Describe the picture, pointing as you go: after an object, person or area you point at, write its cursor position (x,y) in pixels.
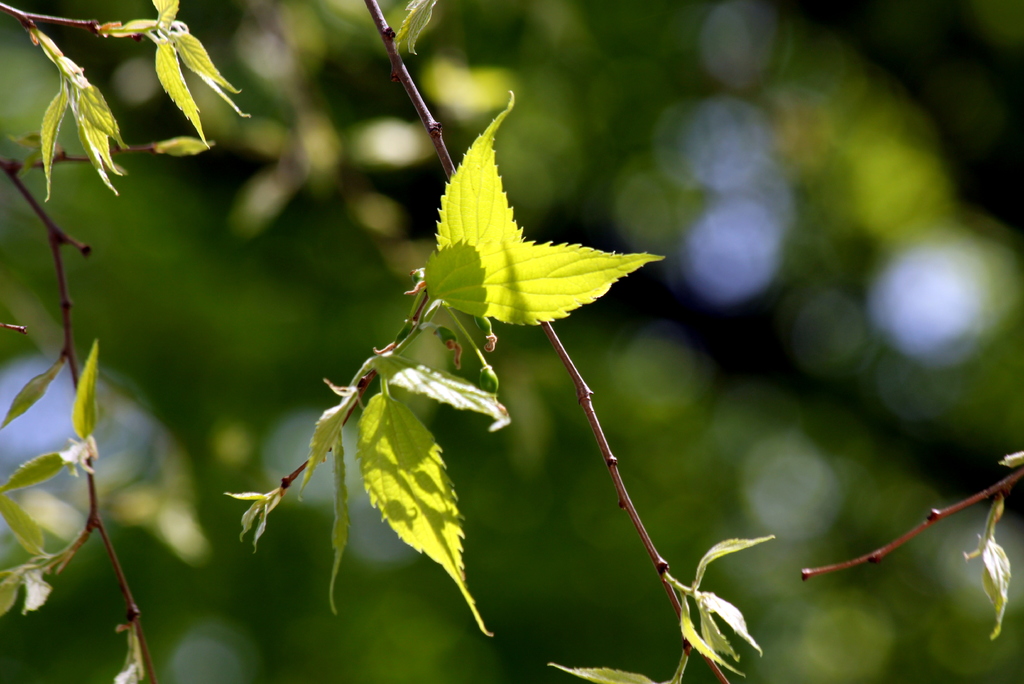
In this picture I can see there is a plant (193,38) and it has few leaves (410,389) and the backdrop of the image (611,93) is blurred.
